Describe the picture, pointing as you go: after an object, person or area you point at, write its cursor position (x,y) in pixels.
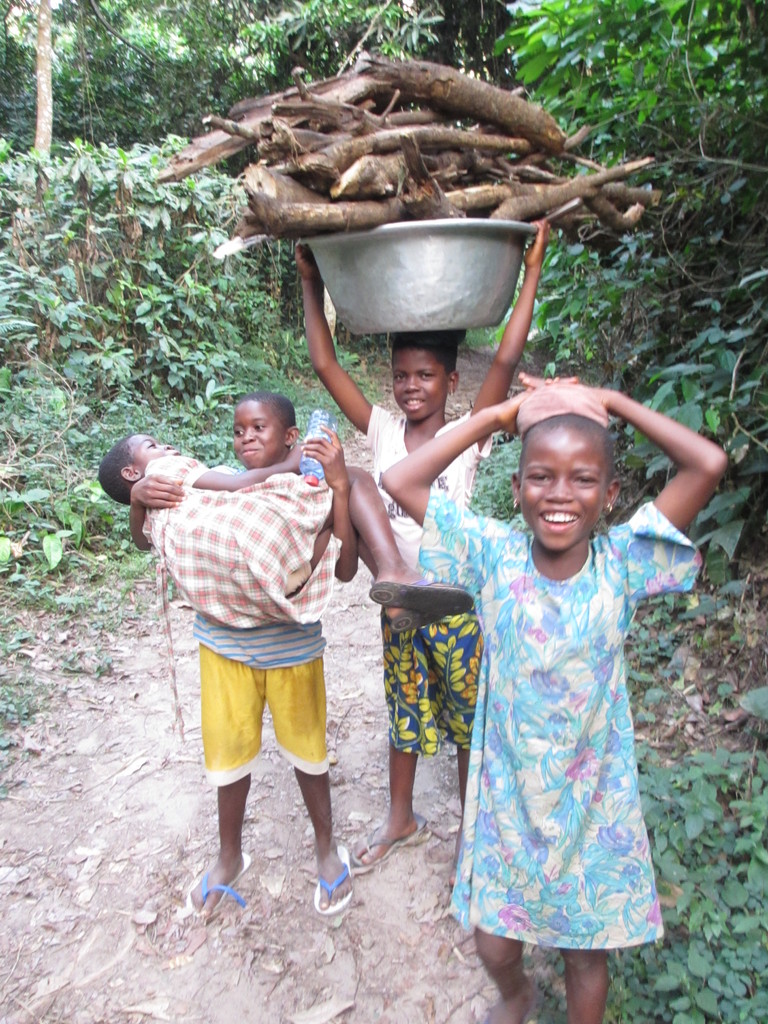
In the image in the center (460,538) we can see three kids (532,582) standing and they were smiling, which we can see on their faces (525,477). And the middle kid (415,422) is holding basket (450,242) with full of sticks (269,195) and the left side boy (313,661) is holding one kid (293,607) and water bottle (313,475). In the background (692,170) we can see trees (582,0), plants (666,394), grass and road (337,604).
